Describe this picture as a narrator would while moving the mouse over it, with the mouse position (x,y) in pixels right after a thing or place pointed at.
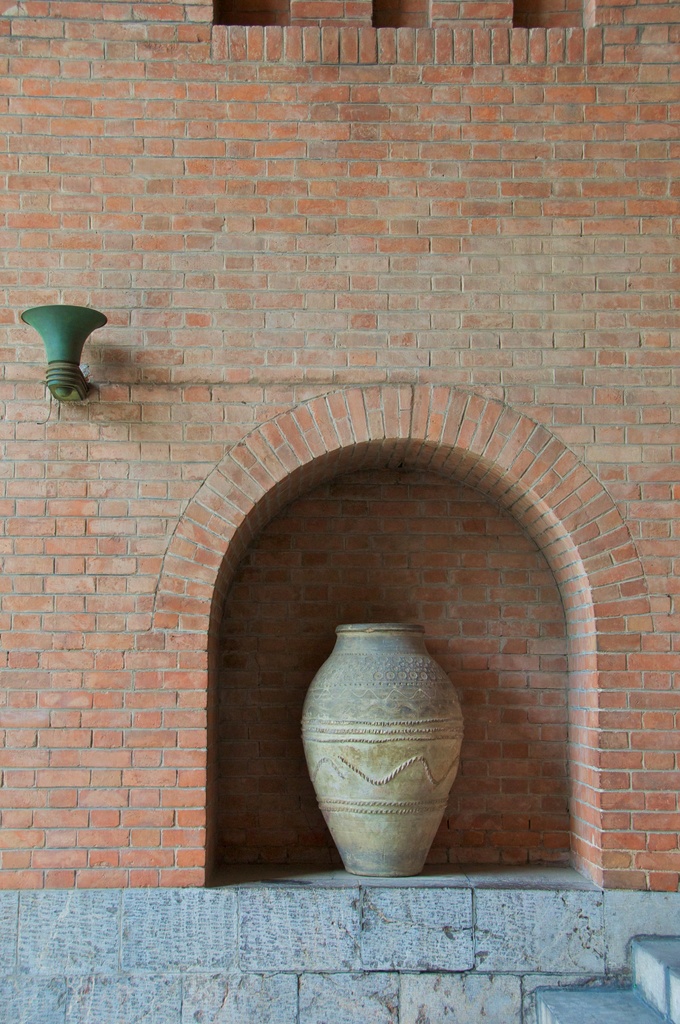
In this image we can see pot (370,721), light (43,329), stairs (609,995) and wall (340,184).
